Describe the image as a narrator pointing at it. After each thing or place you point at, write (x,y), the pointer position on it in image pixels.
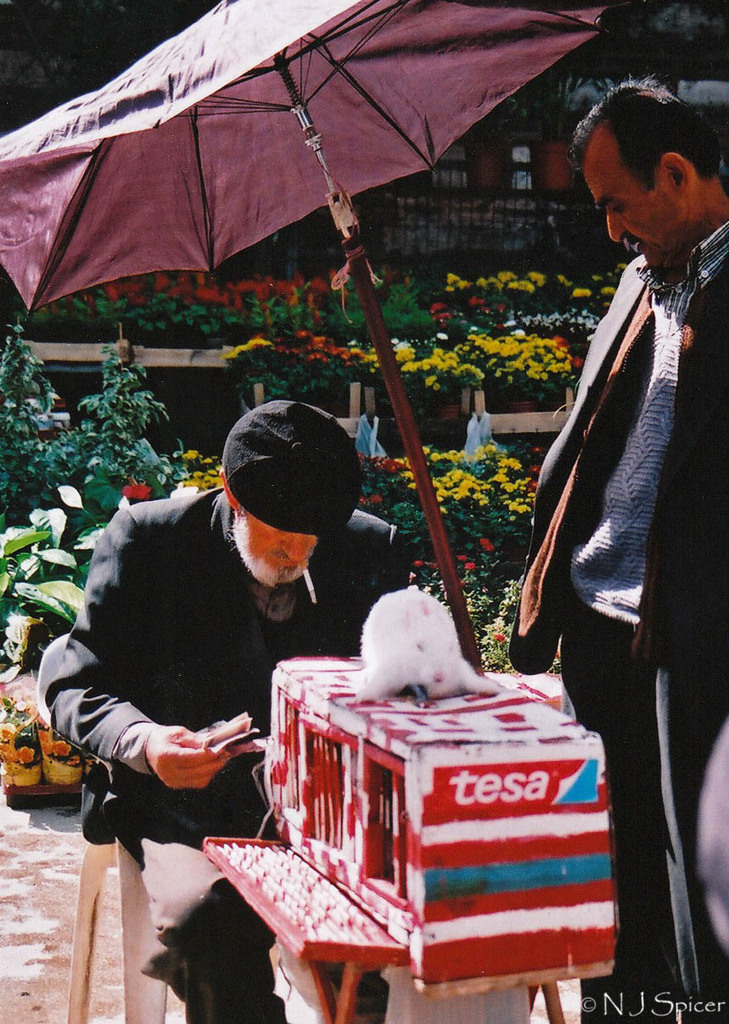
In the foreground (636,489) picture there are men (361,570), umbrella (358,184), rabbit (406,642), cage (396,861) and table (374,947). In the center of the picture (486,485) there are plants (70,437) and flowers (204,459). In the background (351,301) there are plants (426,276), flowers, railing (452,202) and trees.
